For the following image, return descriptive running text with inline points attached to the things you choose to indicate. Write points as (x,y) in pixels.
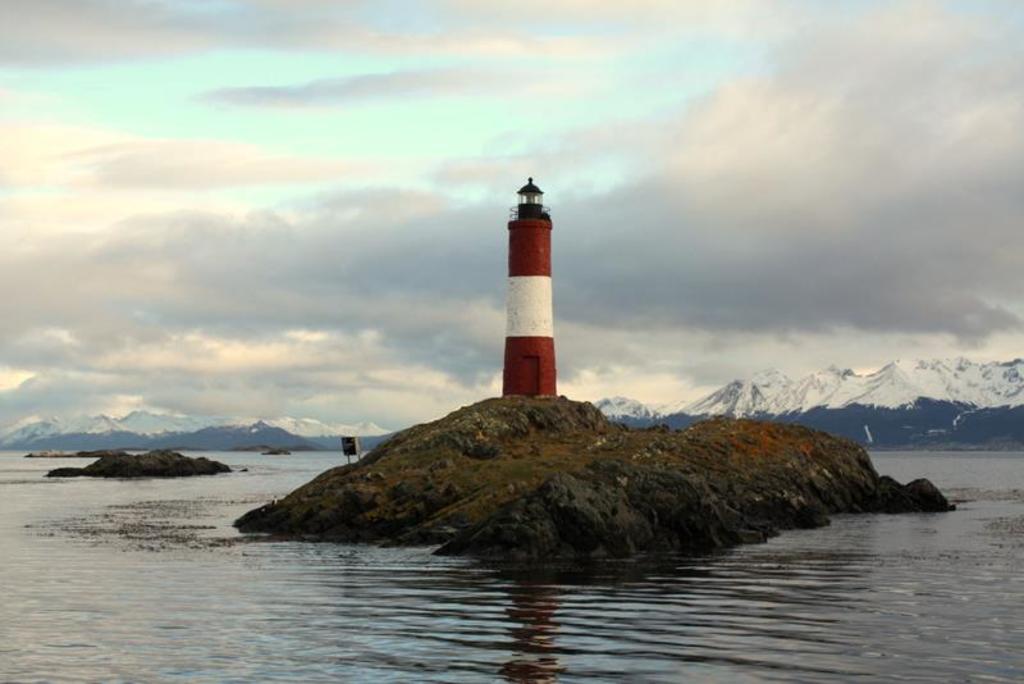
In this image we can see a light house (533,285) on the rock (557,453), water (337,452), mountains (337,436) and sky (621,183) with clouds (479,187) in the background (621,183).
